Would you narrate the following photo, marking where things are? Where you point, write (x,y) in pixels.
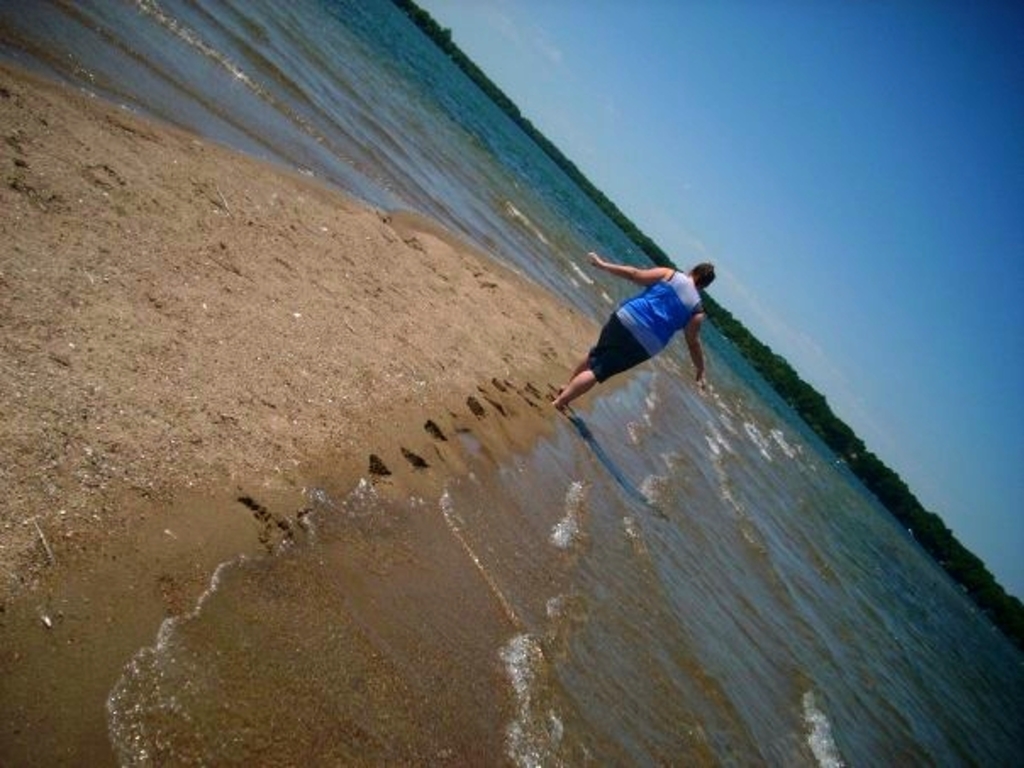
In this image we can see a person (638,358) walking. Behind the person (629,367) we can see the water (677,401). In the background (827,415), we can see a group of trees (793,392). In the top right (817,99), we can see the sky (805,97).
